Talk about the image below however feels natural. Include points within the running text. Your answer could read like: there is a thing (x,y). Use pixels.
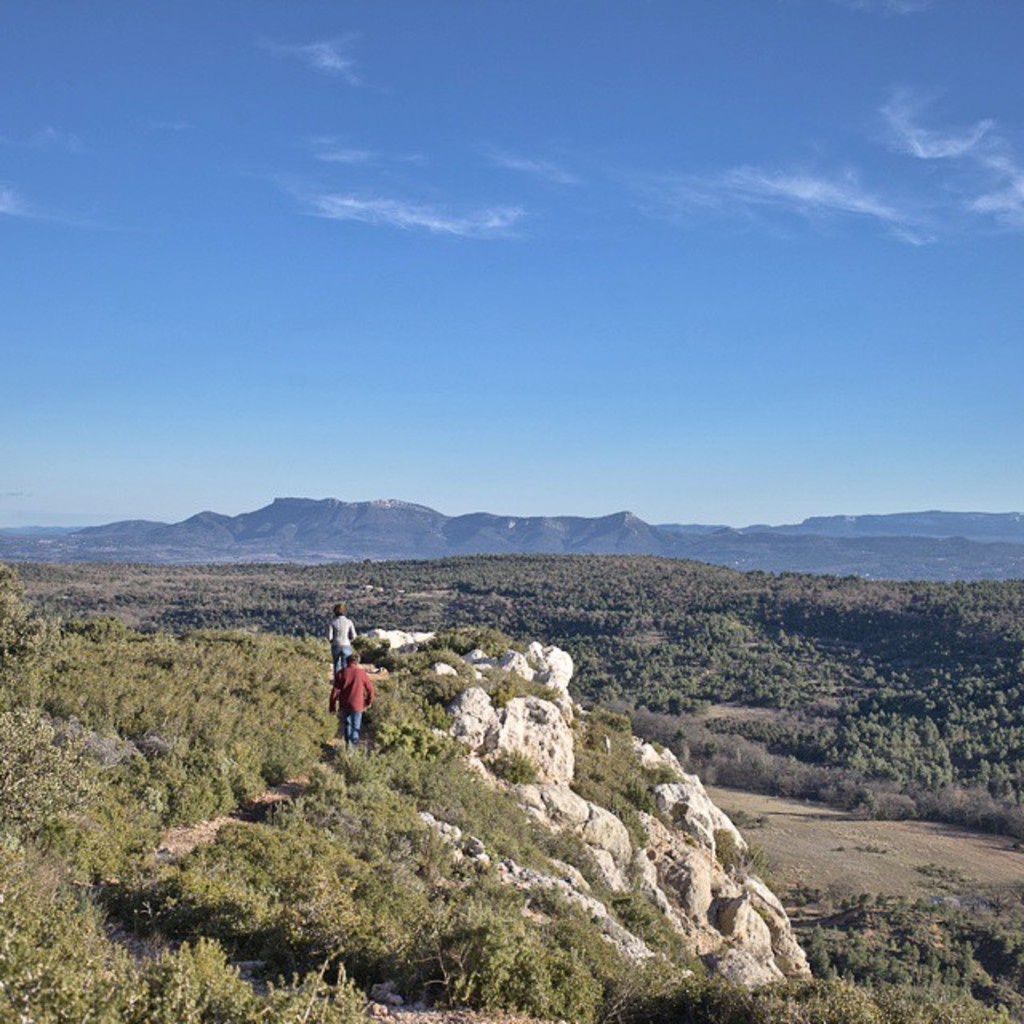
In this picture we can see few people (358,688), plants (365,833), rocks (757,883) and trees (801,674), in the background (747,178) we can find few hills (217,519) and clouds (778,195).
